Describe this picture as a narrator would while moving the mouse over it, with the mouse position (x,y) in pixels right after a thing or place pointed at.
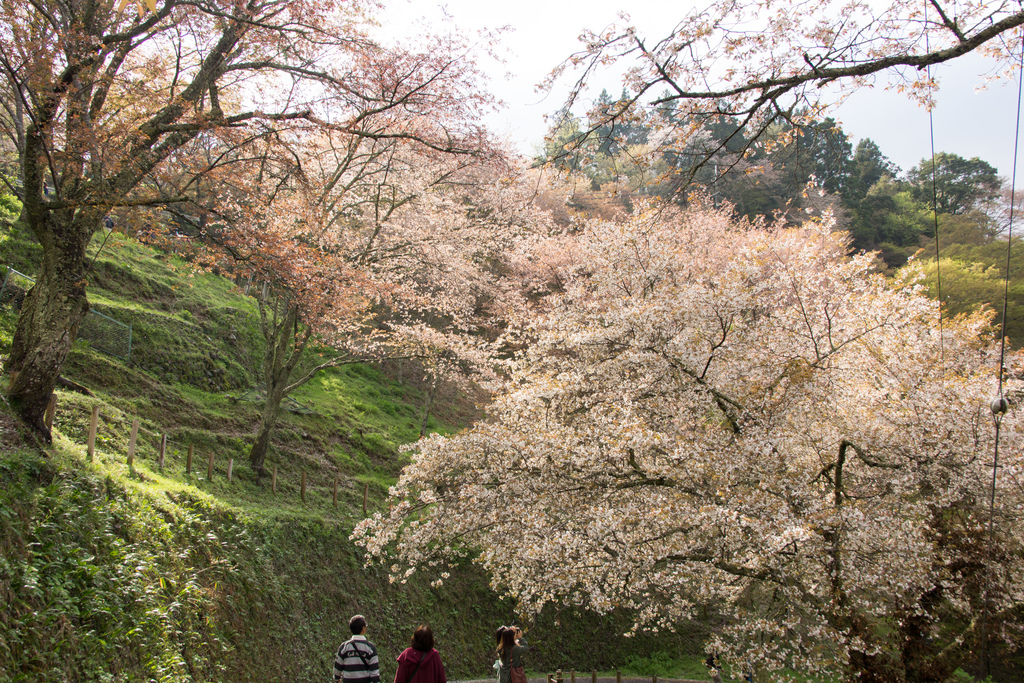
In this image there is the sky (548,42) towards the top of the image (654,49), there are trees (678,53), there is grass (466,654), there is an object (1022,64) towards the right of the image (1001,411), there are two women (506,653) towards the bottom of the image (436,656), there is a man (354,658) towards the bottom of the image (356,638), they are wearing bags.
